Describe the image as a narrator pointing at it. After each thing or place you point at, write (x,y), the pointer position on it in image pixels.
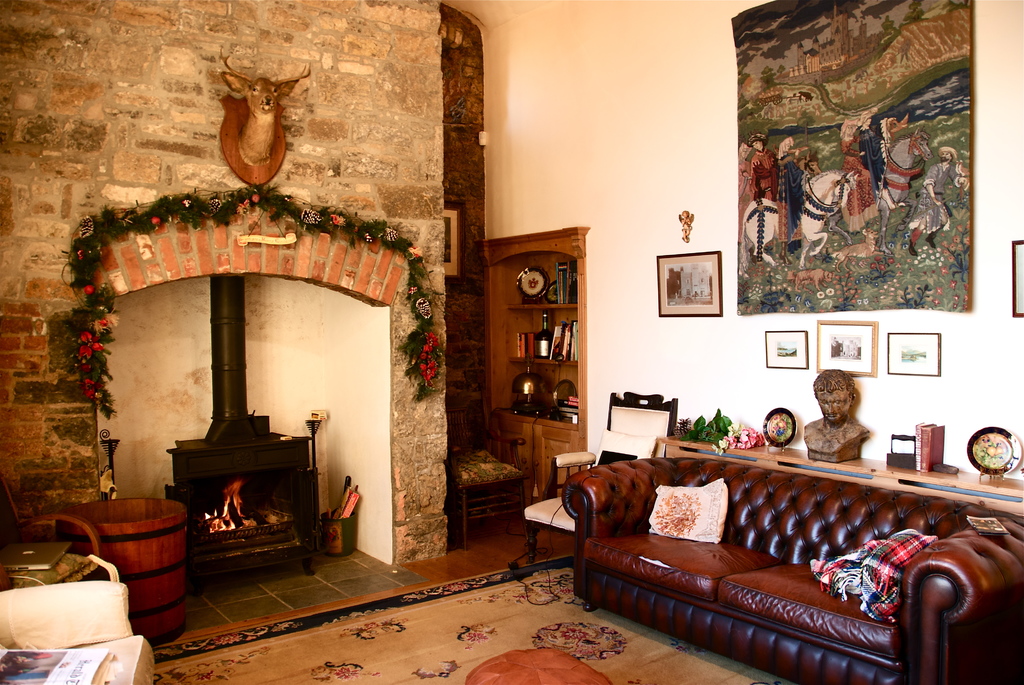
In this picture we can see a room (412,504) with pillows (675,523) on it, chair (63,593) laptop (26,562) on it, drum (112,538), fireplace (238,474), racks (544,258) with books (568,331), bottles (544,344), watch (545,276), wall (612,152) with frames (676,257) on table (1007,488) we can see shields (989,449), sculpture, flower (709,431).
